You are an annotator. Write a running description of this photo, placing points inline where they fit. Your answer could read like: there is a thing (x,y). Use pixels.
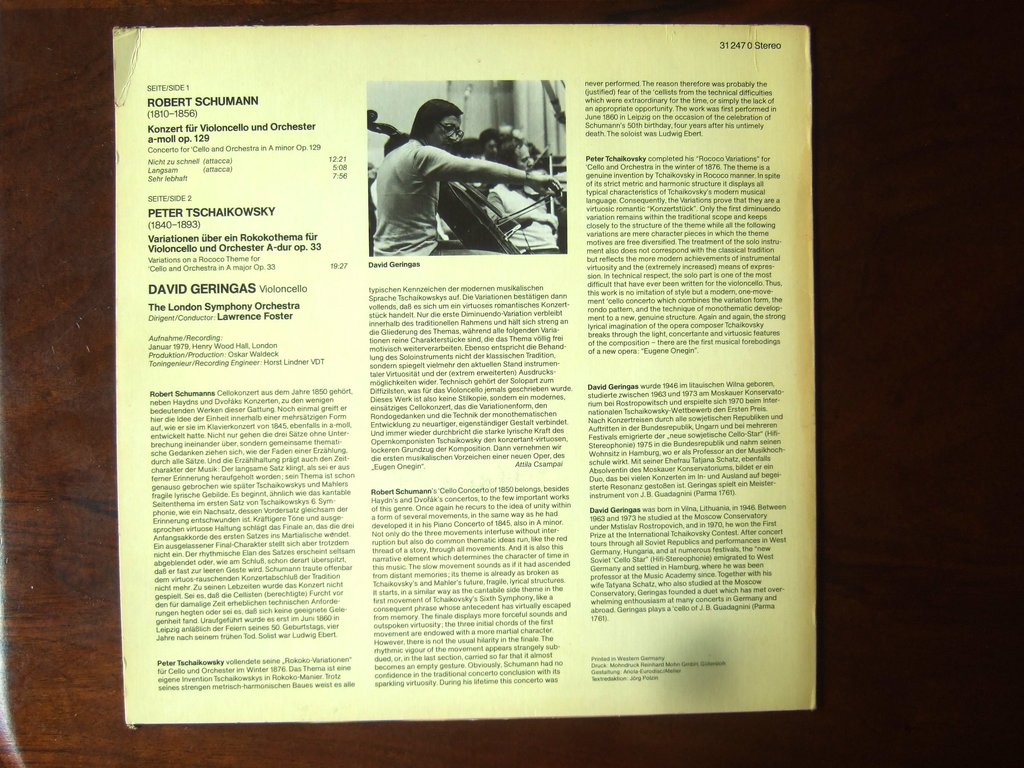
In this image there is a paper (435,289) with paragraphs (602,324) and a photo (488,243), stick to the wooden board (62,224).
